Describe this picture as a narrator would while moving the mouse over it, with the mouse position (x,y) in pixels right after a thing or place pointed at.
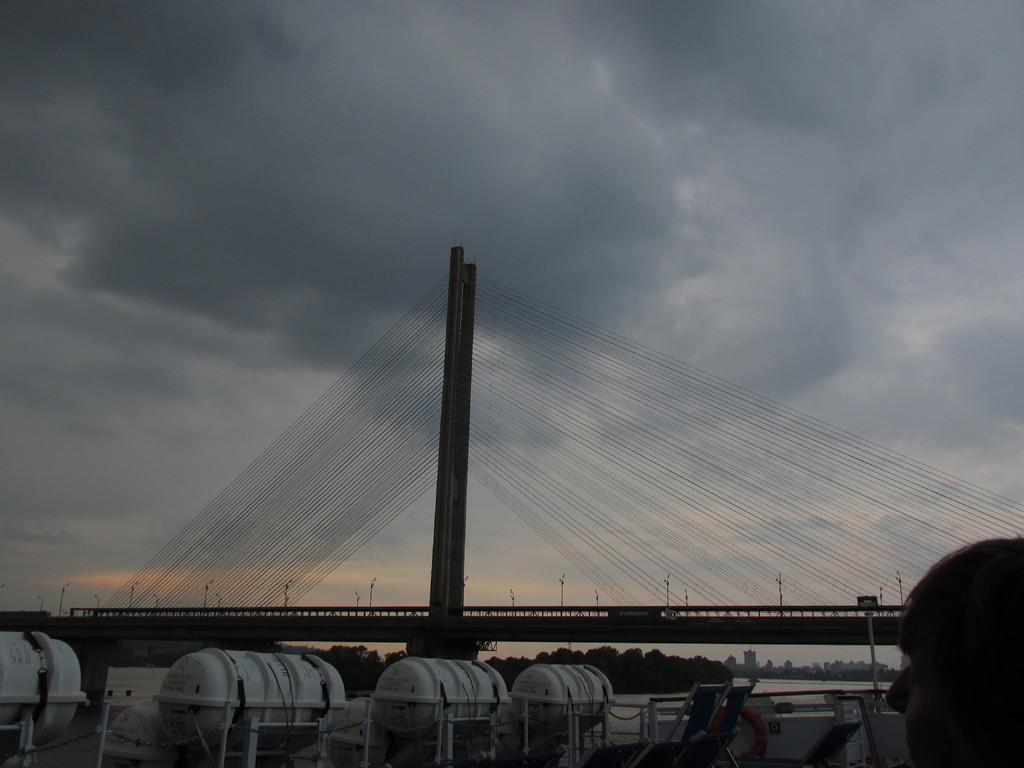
At the bottom of the image (425,691) there are white color tanks (382,717). There is a person (908,701). In the center of the image (537,423) there is a bridge (824,609) with ropes (661,527). At the top of the image (423,232) there is sky (243,133) and clouds (632,141). In the background of the image (670,663) there are trees (612,666) and buildings (771,672).
